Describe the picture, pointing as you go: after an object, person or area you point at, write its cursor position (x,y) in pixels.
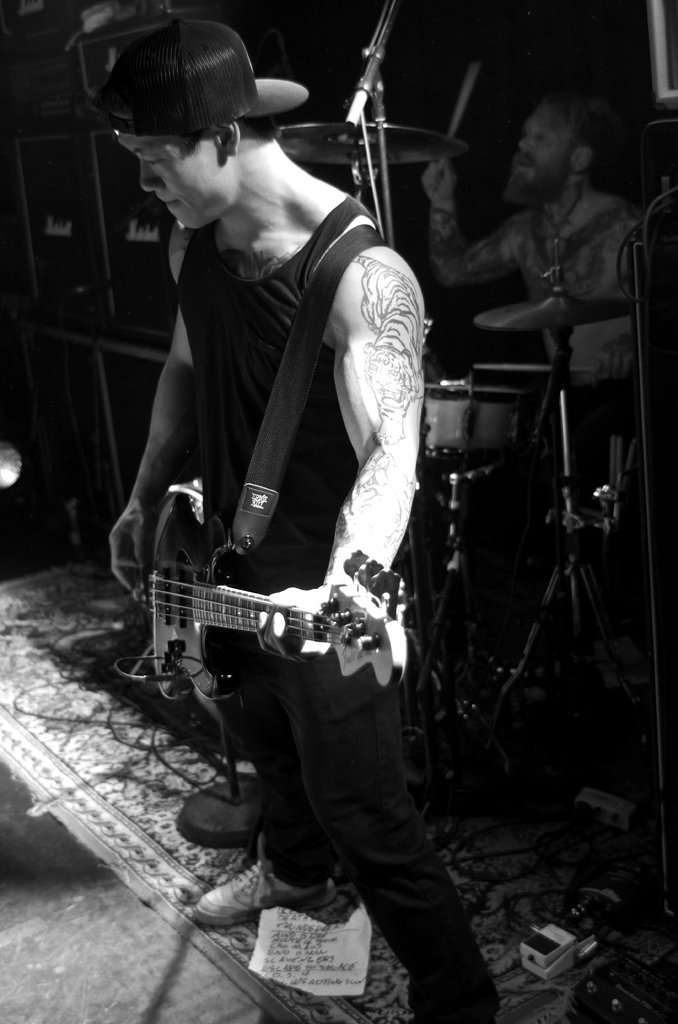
There is a person (485,980) standing in the center (388,478). He is holding a guitar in his hand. In the background (451,199) we can see a person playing a snare drum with drumsticks (470,79).
